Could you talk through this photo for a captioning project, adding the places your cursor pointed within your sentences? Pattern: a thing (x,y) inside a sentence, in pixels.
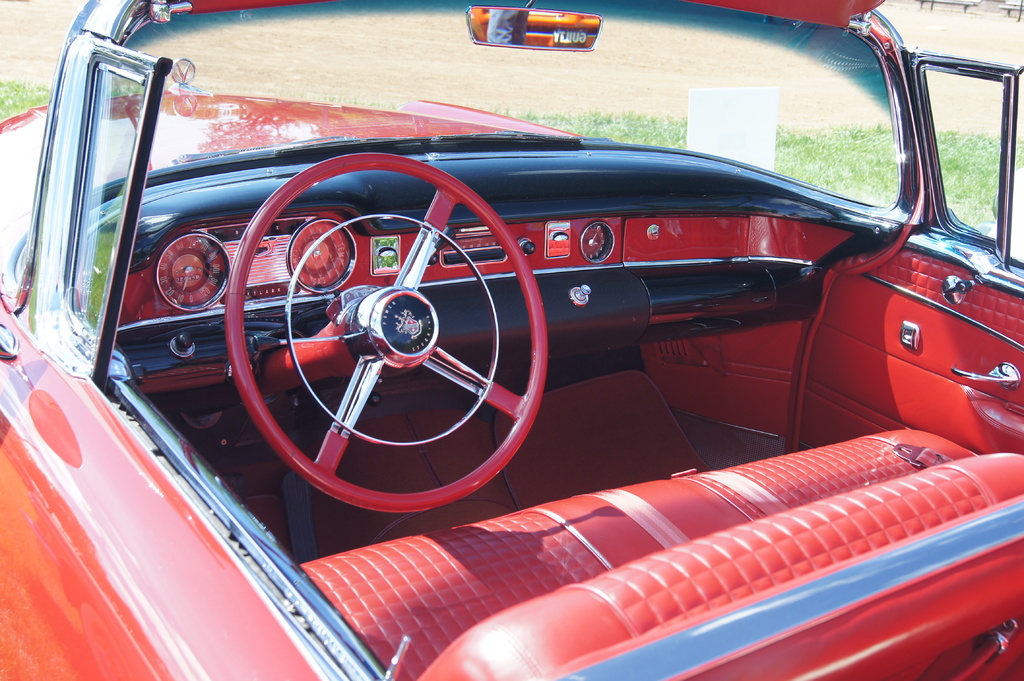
Here in this picture we can see a red colored car (337,302) present on the ground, which is covered with grass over there and we can see the dashboard (465,304) with speedometer (190,274) and steering (397,335) and music system (444,262) on it over there and in the front (505,148) we can see the windshield (236,28) also present over there.
